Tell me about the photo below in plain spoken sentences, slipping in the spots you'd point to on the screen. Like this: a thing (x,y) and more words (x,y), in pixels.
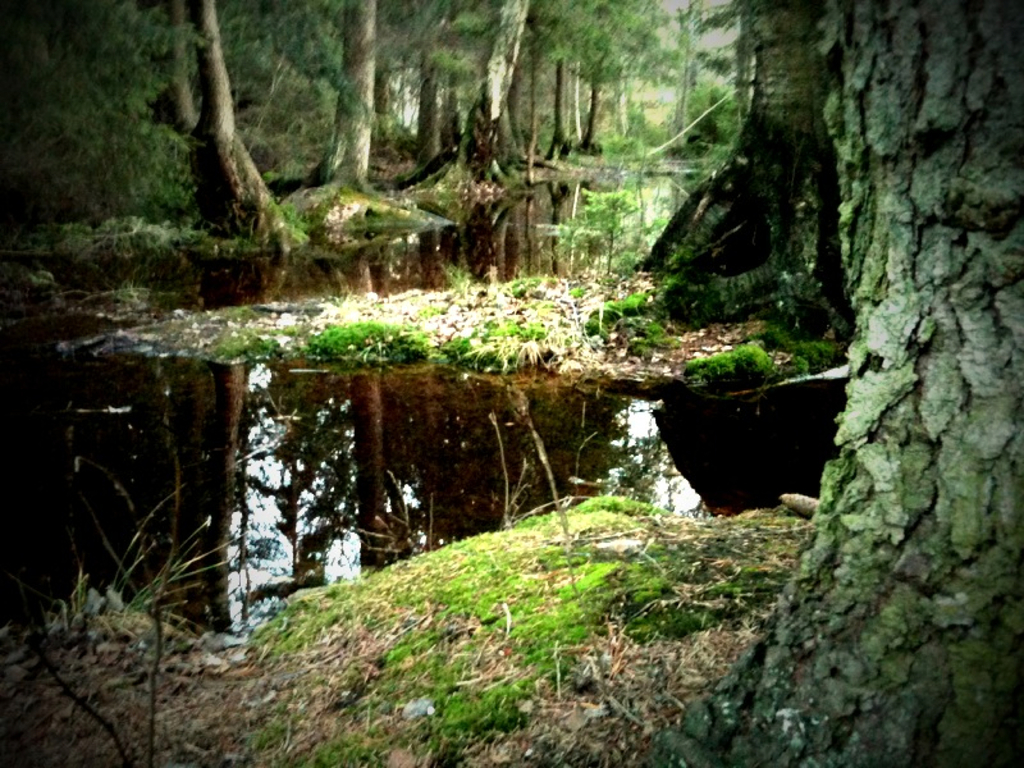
In this image at the bottom (162,552) there is one small pond (499,371) and grass (368,630) and trees (900,373), and in the background (760,214) also there are a group of trees (392,110).
